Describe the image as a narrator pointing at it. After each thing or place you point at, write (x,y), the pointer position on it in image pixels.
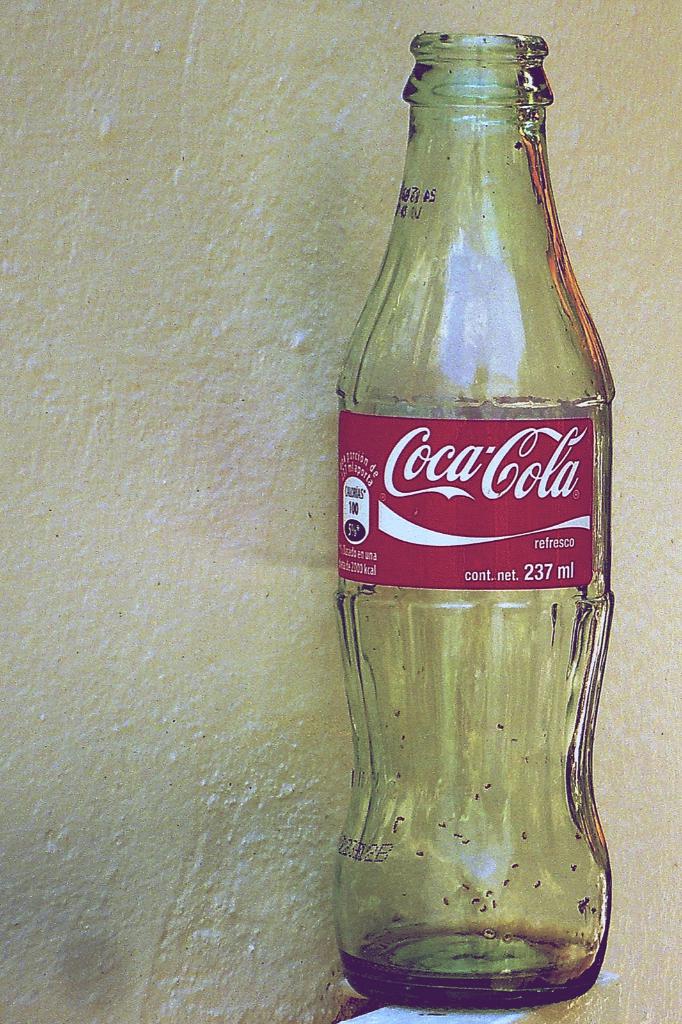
As we can see in the image there is a glass bottle (472,494) and coca-cola was written on it.
